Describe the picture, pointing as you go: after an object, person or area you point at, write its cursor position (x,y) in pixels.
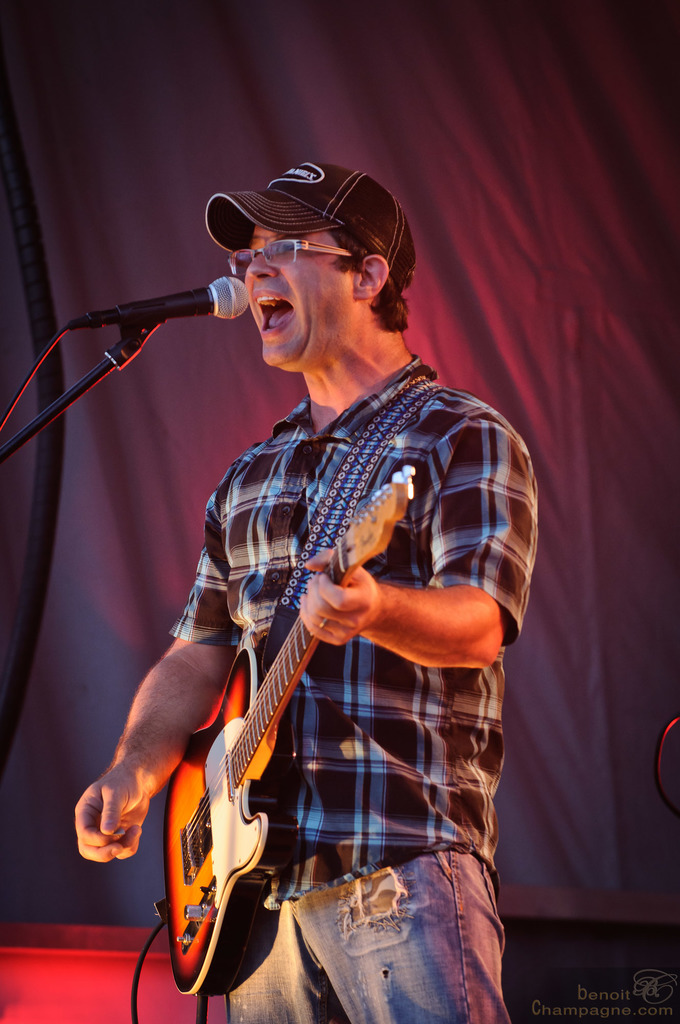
In this picture is a man (524,603) standing holding the guitar (298,647) with his left hand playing the guitar (270,863) with his right hand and he is wearing cap (298,227) and spectacles (307,240) the microphone (244,294) in front of him and in the background (474,135) is a curtain (555,104).
